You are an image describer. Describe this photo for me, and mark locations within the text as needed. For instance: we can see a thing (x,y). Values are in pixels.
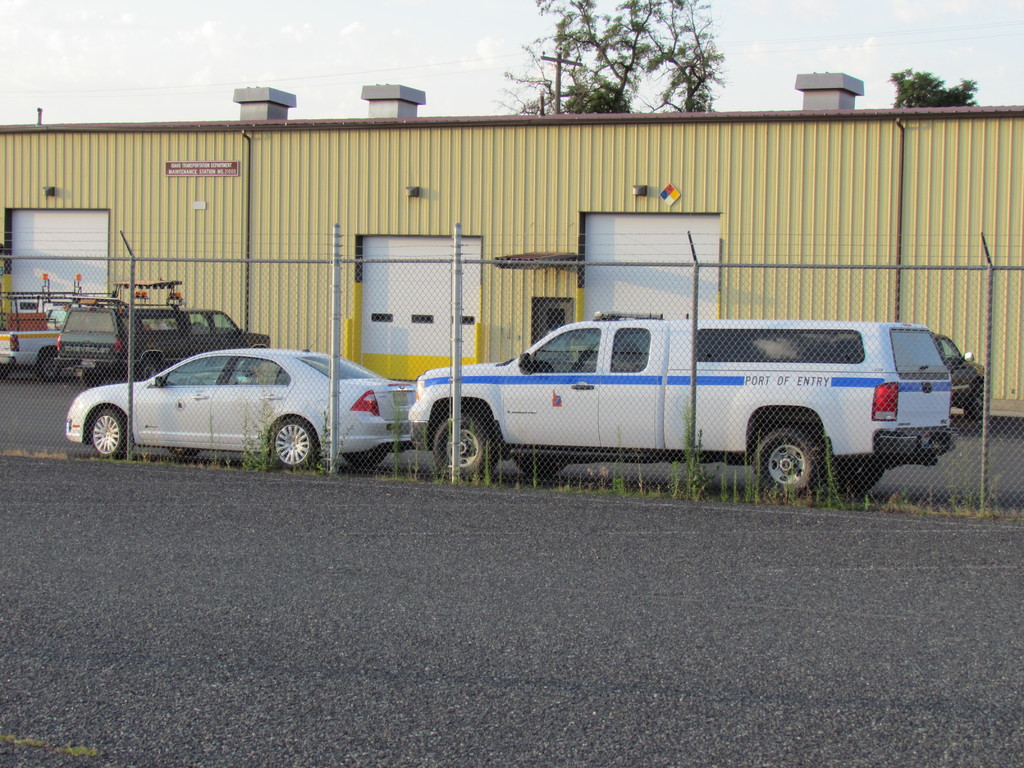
In this image there are so many vehicles (471,397) on the lot (991,450) and there is a fence (536,315) and behind that there is a shed (584,130) behind that there are a few trees (589,90).
